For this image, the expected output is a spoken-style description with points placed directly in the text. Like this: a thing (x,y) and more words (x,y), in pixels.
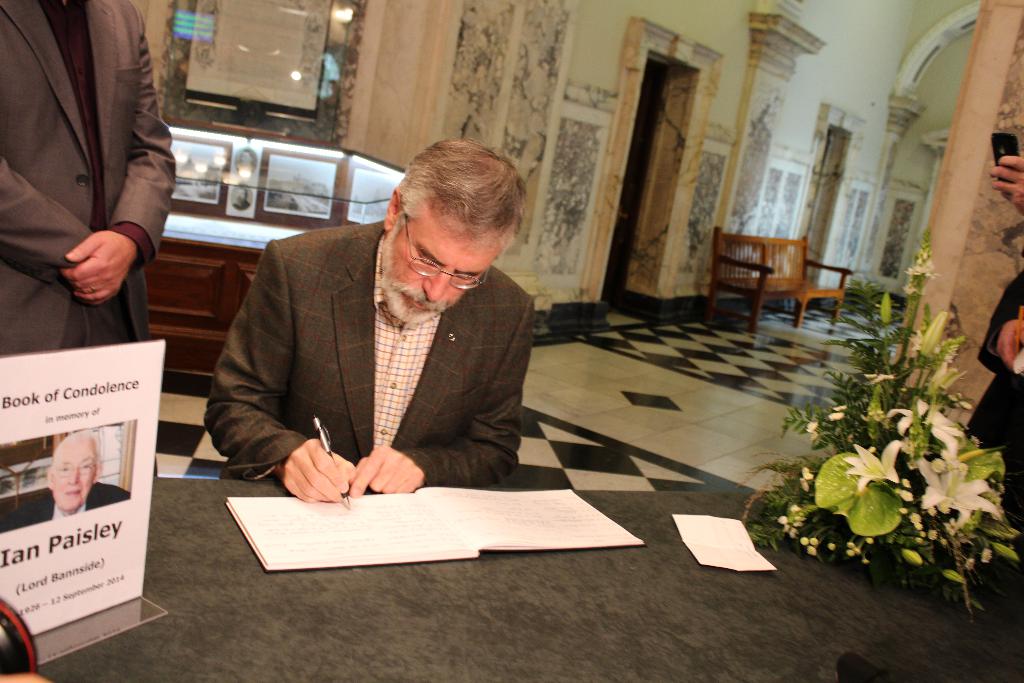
In this picture there is a man (480,168) who is sitting in the center of the image (364,366), he is writing in a book (461,515), which is placed on a table (471,575) and there is a bouquet (881,505) and a sign (88,528) on a table (214,515), there are other people (1023,286) in the image, there are doors (681,246), a bench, desk (322,153) and a portrait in the background area of the image (829,119).
